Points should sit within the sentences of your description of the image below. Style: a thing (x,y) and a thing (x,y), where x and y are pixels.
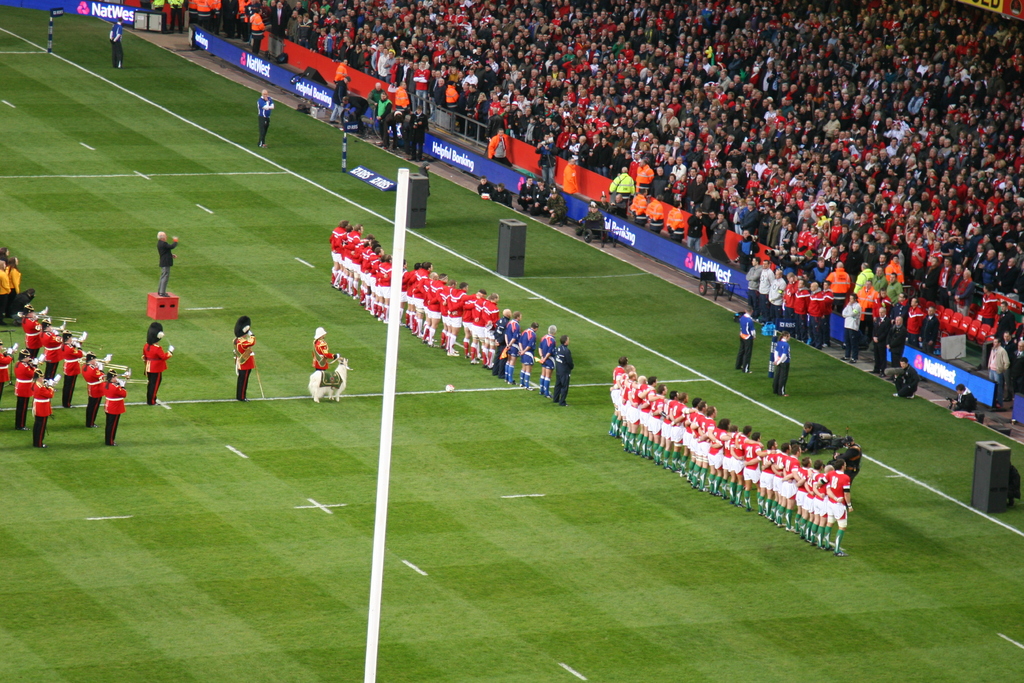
In the image there are many people (443,328) standing on the grassland (24,499), this seems to be a football field (223,159), in the back (663,39) there are many audience (677,103) standing behind a fence (464,147).
